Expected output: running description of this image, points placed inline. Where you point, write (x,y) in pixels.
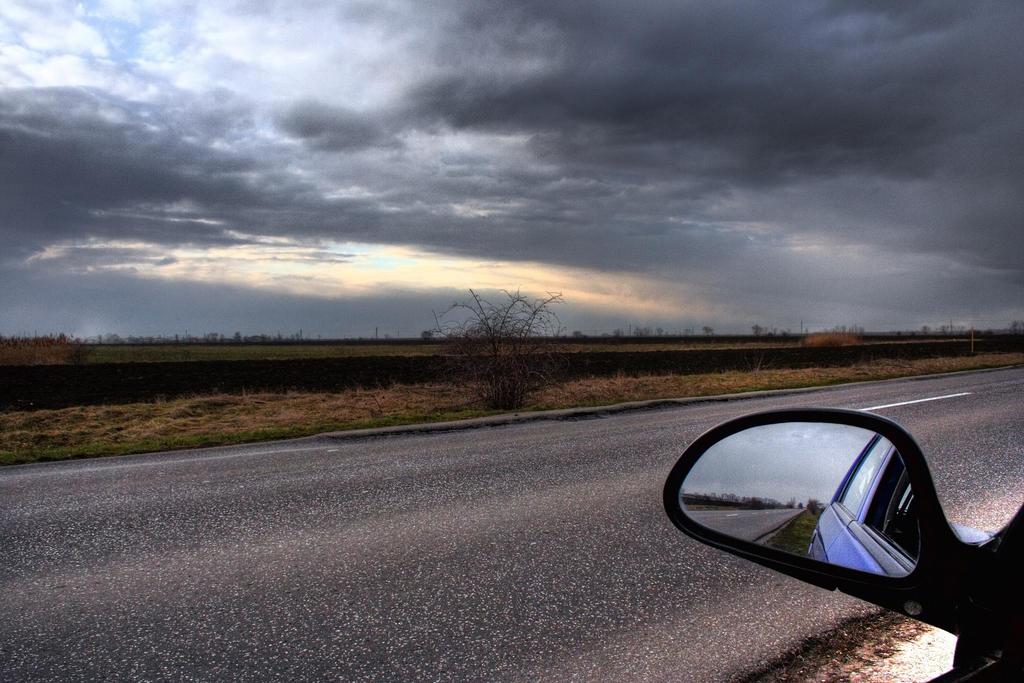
In this image I see the side mirror (787,454) over here and in the reflection (835,489) I see the car (822,523) and I see the road (790,514) and I see few plants (807,519). In the background (720,295) I see the sky (602,213) which is cloudy.
